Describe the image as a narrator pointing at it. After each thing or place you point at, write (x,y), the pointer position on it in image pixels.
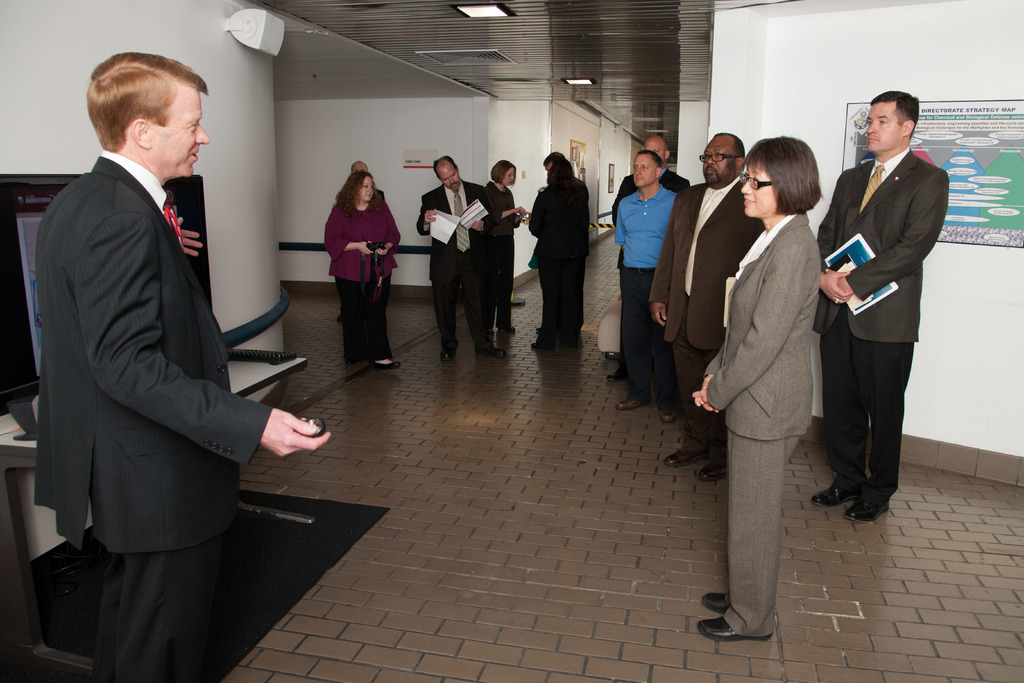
In this image there are group of persons (624,279) standing, they are holding an object (479,207), there is a man (162,285) standing towards the bottom of the image (155,495), he is holding an object (317,429), he is talking, there is floor (597,602) towards the bottom of the image (648,596), there are objects (350,542) on the floor (380,535), there is a wall (160,44), there are objects (981,145) on the wall (948,98), there is an object (20,244) towards the left of the image (31,261), there is a roof (579,41) towards the top of the image (544,40), there are lights (584,84).
